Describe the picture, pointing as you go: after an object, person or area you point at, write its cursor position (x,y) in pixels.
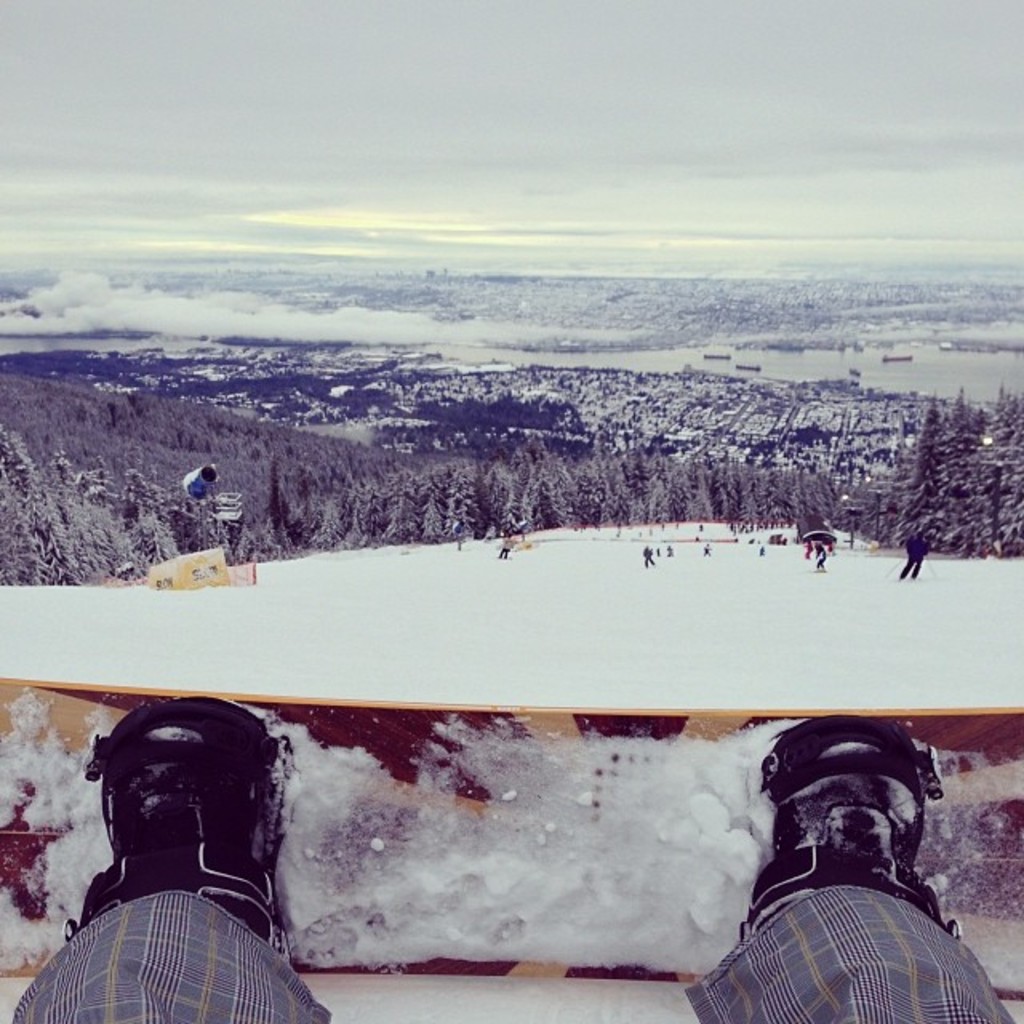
In this image there is a snow ground (696,561) in which there are few people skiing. At the bottom (542,804) there is a person (264,822) standing on the ski-board (494,838). In the background (468,281) there are buildings (326,370) and water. On the right side (938,501) there are trees (952,503) which are covered with the snow (922,507).
